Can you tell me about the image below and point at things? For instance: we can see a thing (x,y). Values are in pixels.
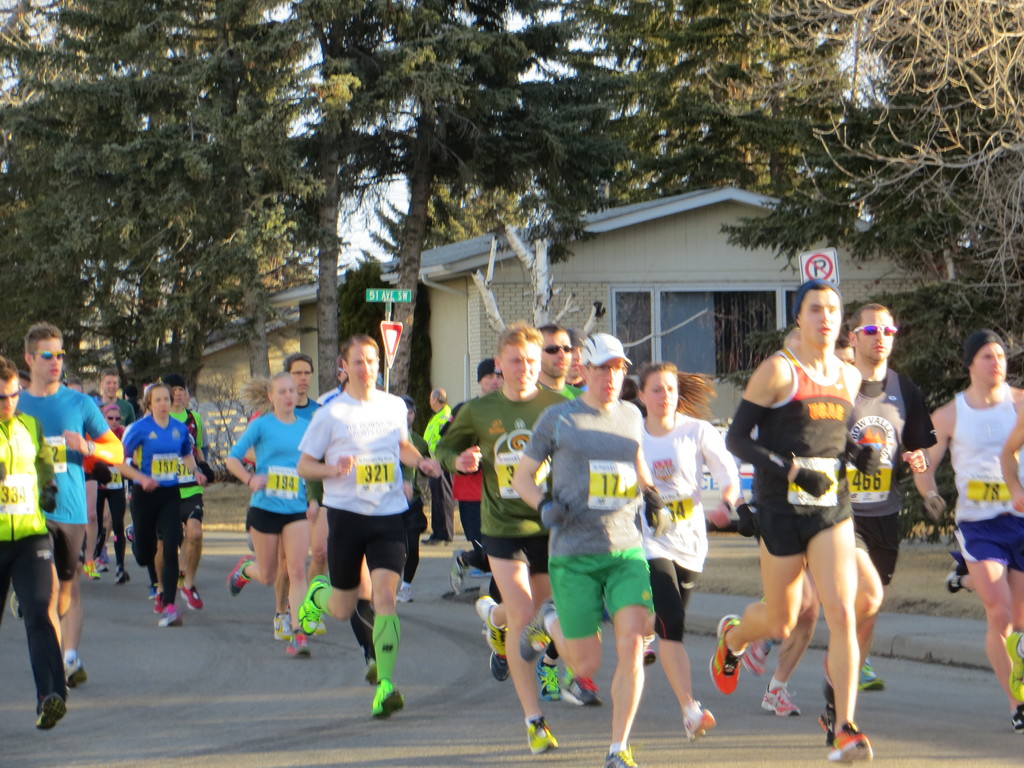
This picture shows few people (619,535) running on the road (401,746) and we see trees (805,151) and couple of sign boards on the sidewalk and we see houses (289,289).
